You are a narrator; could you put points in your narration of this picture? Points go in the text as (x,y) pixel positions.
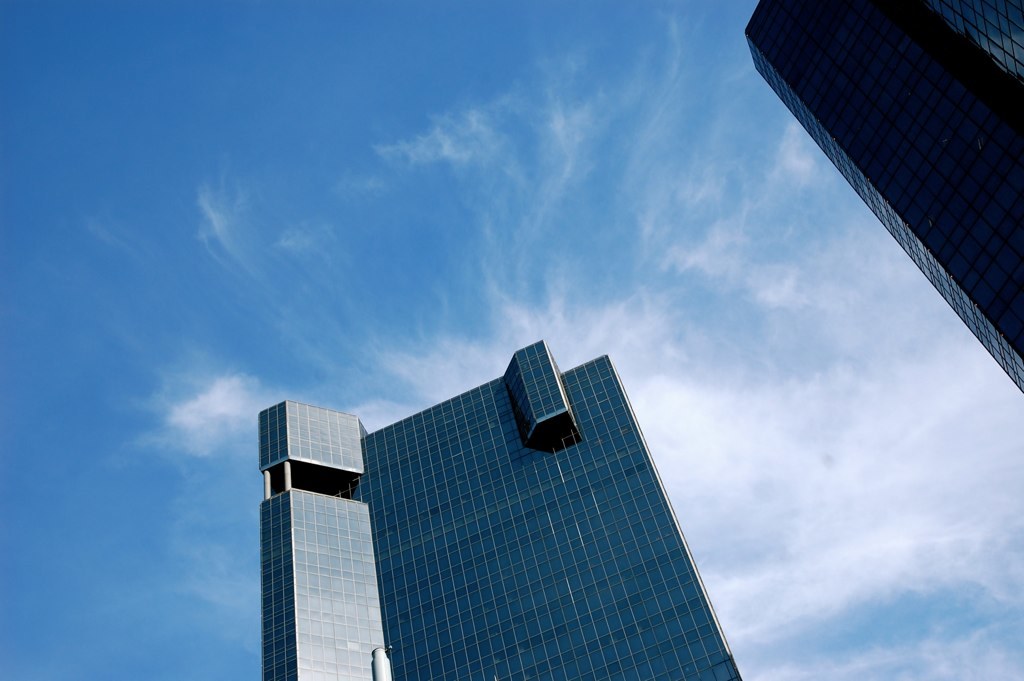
In the foreground of this image (982,176), on the right top corner (984,195), there is a glass building (893,149) and in the background (674,667), there is an another glass building (478,569) sky (328,126) and the cloud (775,285).
